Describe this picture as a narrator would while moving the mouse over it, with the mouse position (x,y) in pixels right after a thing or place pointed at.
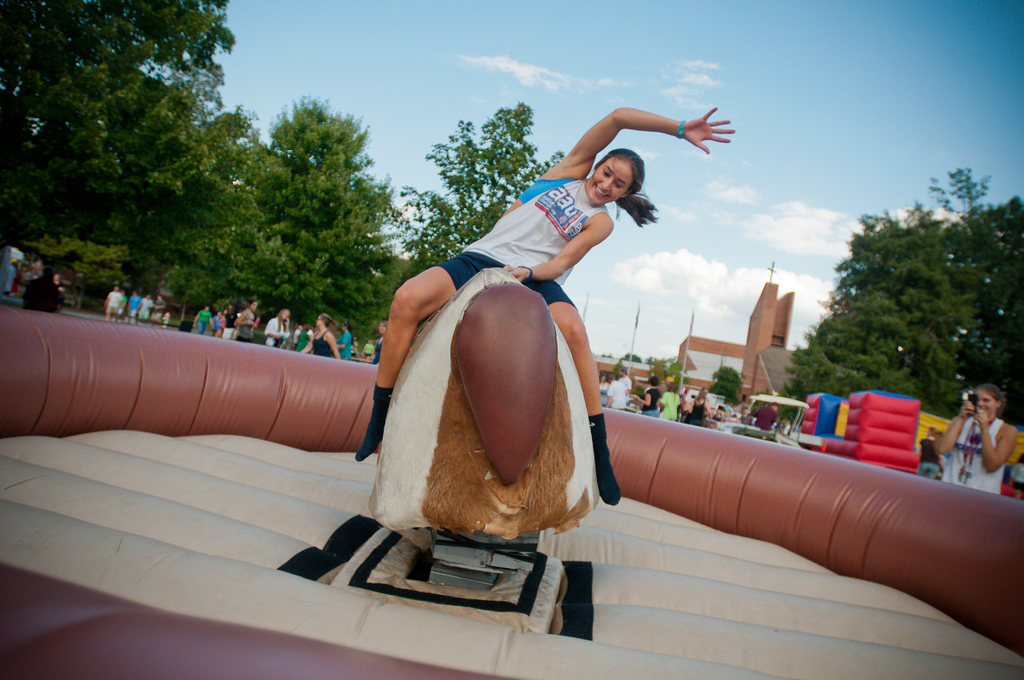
In this image I can see a woman (532,222) is sitting on the shaking object (509,436) in the shape of an animal (539,467), she wore white color top (533,241) and blue color short (470,265). On the right side (960,414) a woman (963,426) is shooting with a camera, she wore white color top (976,468). Beside her there are red color air balloons (878,440) and there are trees (906,347). In the middle (613,365) there are buildings (726,351), on the left side (321,321) a group of people (328,334) are walking and there are trees (253,171), at the top (451,74) it is the sky (399,111).
